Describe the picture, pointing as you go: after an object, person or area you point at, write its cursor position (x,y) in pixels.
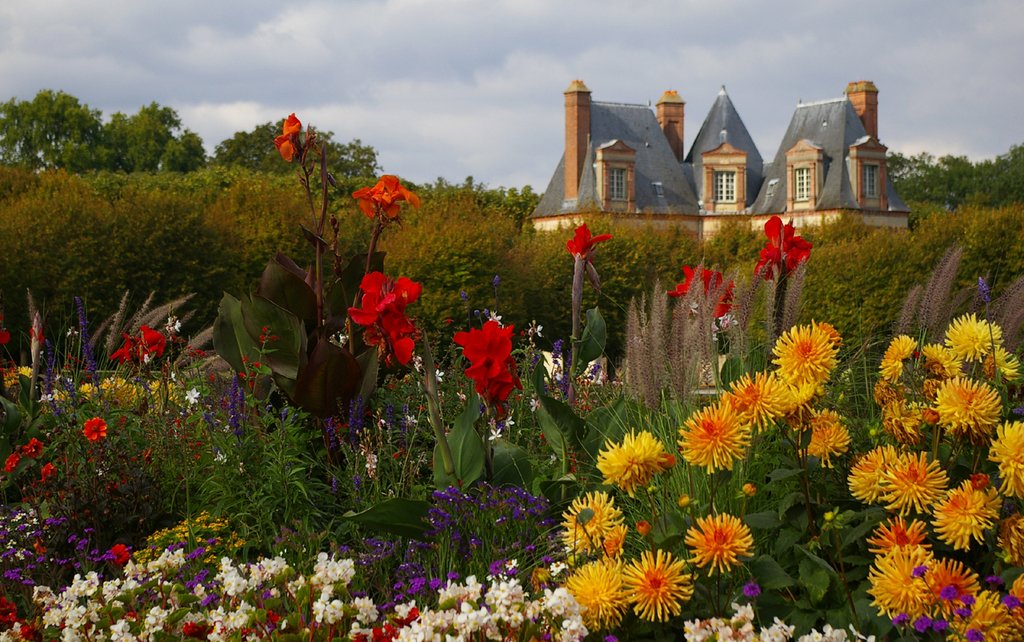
In this image there are plants (503,409). There are flowers (628,471) to the plants (300,355). Behind them there is a house (695,185). In the background (201,141) there are trees (146,141). At the top (640,65) there is the sky (547,81).
